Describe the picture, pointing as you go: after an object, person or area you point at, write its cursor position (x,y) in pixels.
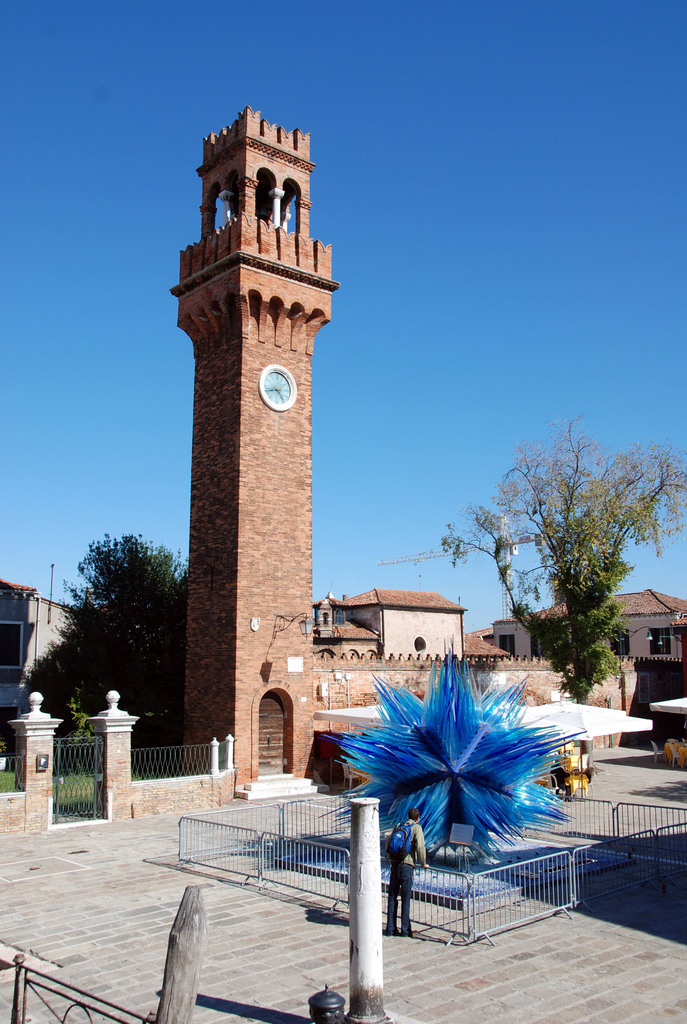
In this image there are some buildings (602,694) and in the center (258,444) there is one clock tower (272,442), gates (69,795), railing (223,769) and some trees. And at the bottom (399,892) there is one person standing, and there is some railing (632,838) and at the bottom (96,868) there is walkway (110,959) and some wooden poles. And at the top (320,172) there is sky (539,205), and on the right side (598,734) there are some objects (568,742).
